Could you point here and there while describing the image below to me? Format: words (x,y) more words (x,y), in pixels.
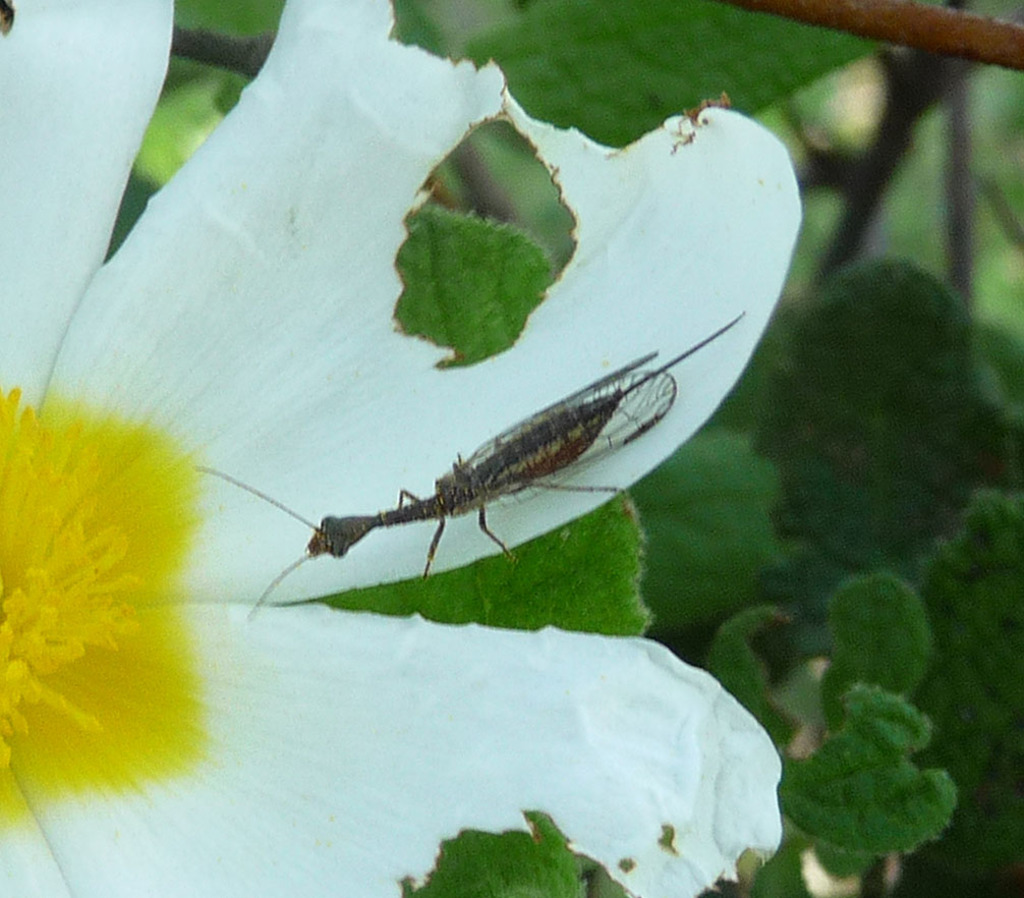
In this image there is an insect (490,489) on a flower (161,690), in the background (799,329) there are leaves (749,487).
